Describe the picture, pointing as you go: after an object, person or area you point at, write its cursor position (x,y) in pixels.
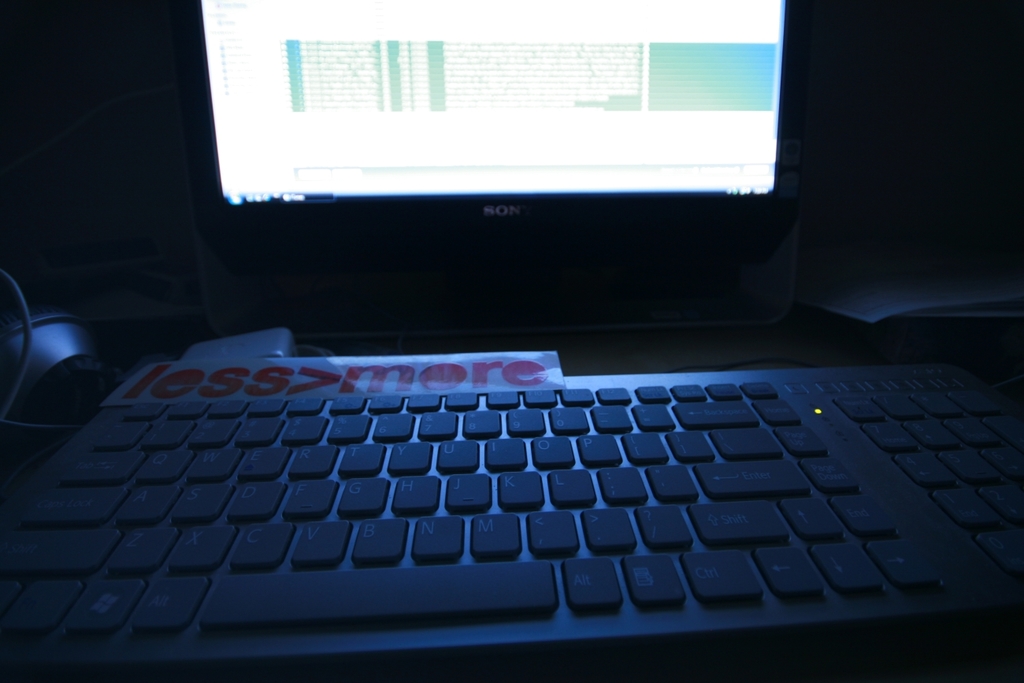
In this picture we can see a monitor (604,181), keyboard (504,508), and papers (884,319) on the platform (741,339).
